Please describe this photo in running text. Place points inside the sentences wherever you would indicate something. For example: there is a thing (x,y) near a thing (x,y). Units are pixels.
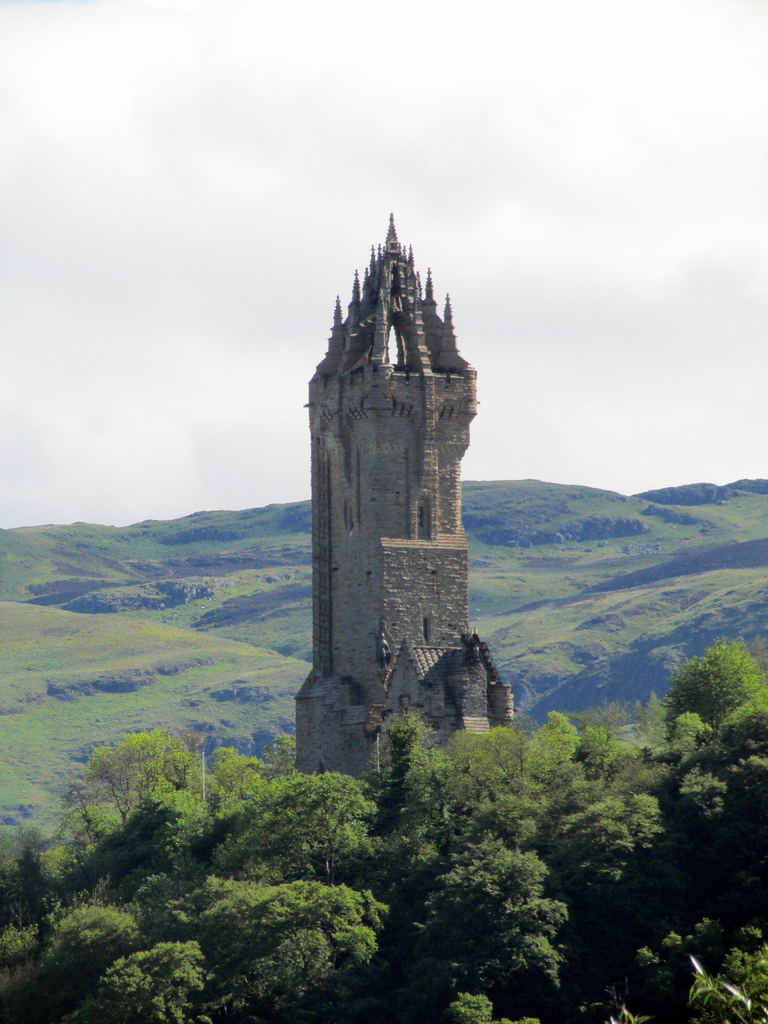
In this image we can see the Wallace monument (390,656) in the middle of the image (412,399), some mountains (70,653), some trees (542,795) on the ground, some grass (170,700) on the mountains (726,557) and at the top (399,85) there is the sky (277,339).
